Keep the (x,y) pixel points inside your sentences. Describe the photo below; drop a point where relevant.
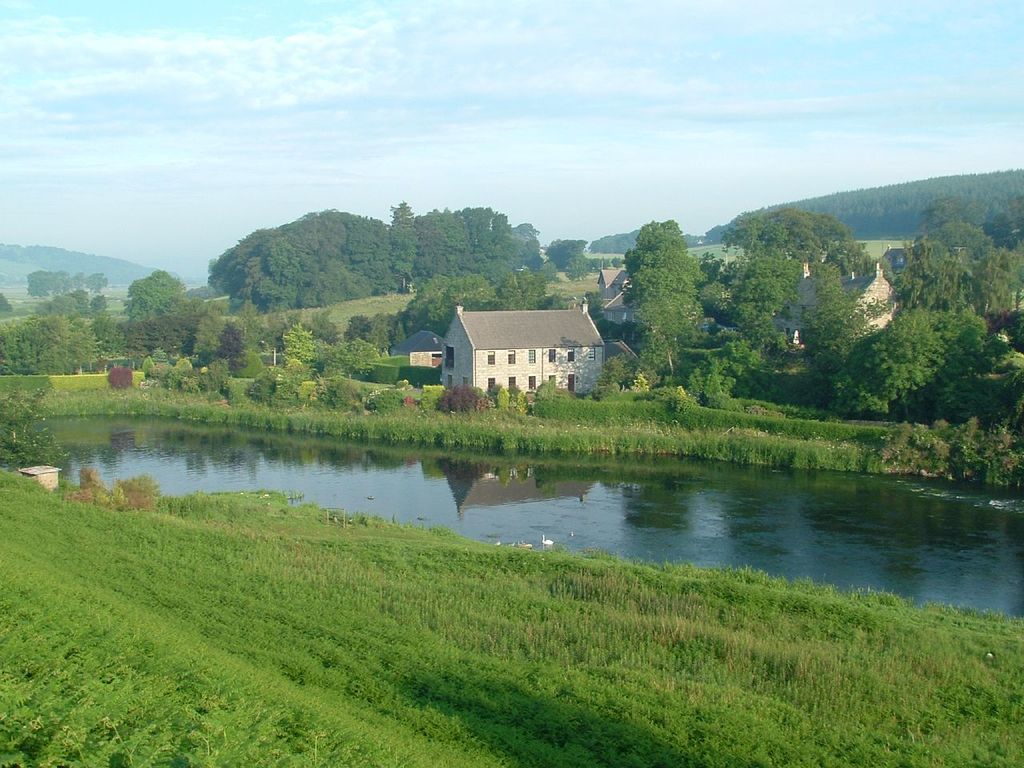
In the image we can see some grass (4,490), water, house (475,356), bunch of trees (798,271), mountains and at the top (464,123) we can see the sky (678,155).
